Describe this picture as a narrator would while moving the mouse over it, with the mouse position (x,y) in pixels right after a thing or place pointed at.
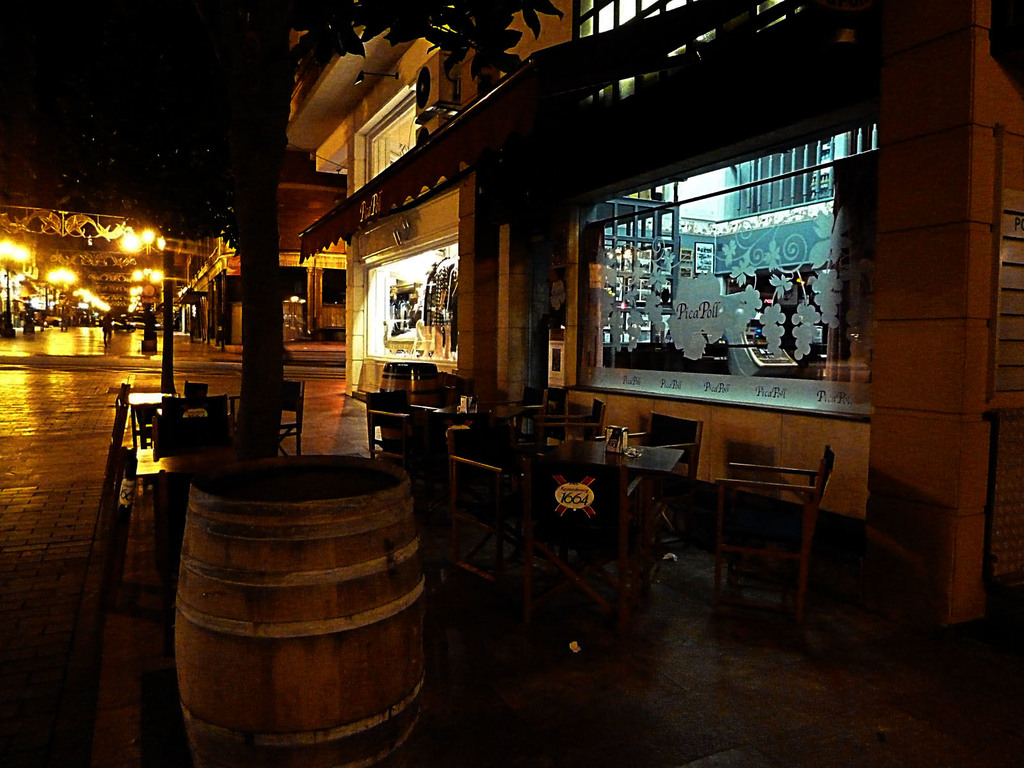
Here we can see a table (612,462) and chairs (734,507) on the ground (689,559), and in front (640,159) here is the building (643,198), and here is the tree (260,87), and here are the lights (84,298).
